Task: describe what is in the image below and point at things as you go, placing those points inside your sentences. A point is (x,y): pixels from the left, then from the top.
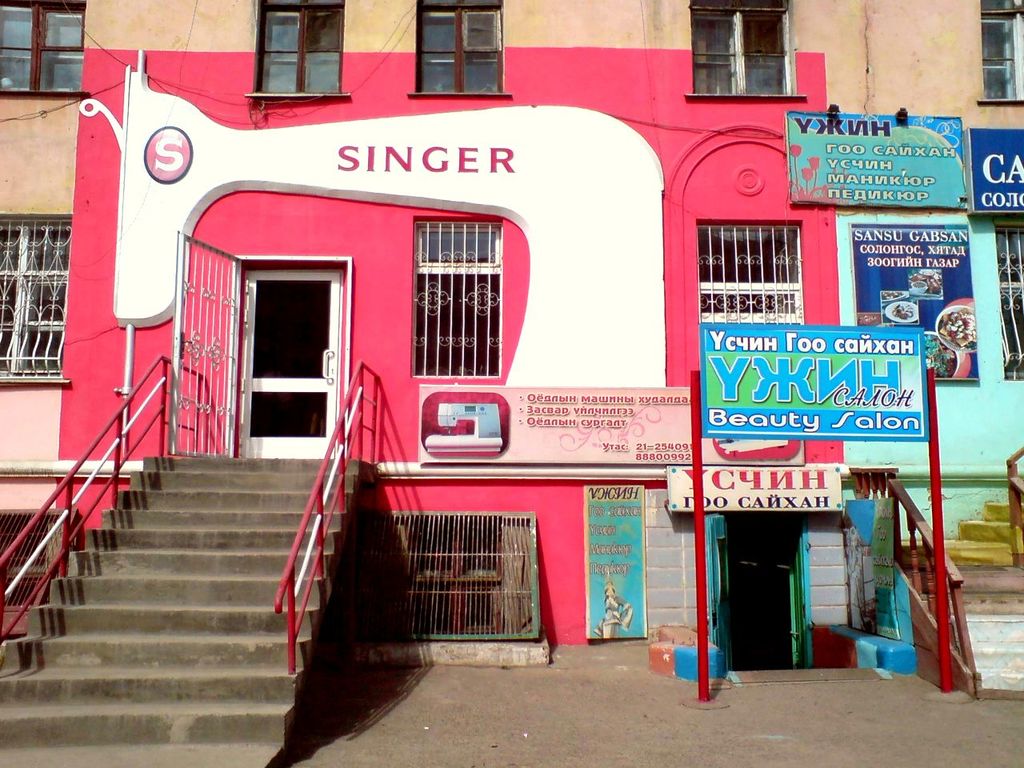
We can see steps (990,565) and board (752,434) on poles (700,559). We can see wall (606,15), windows (756,2) and boards (892,268).
